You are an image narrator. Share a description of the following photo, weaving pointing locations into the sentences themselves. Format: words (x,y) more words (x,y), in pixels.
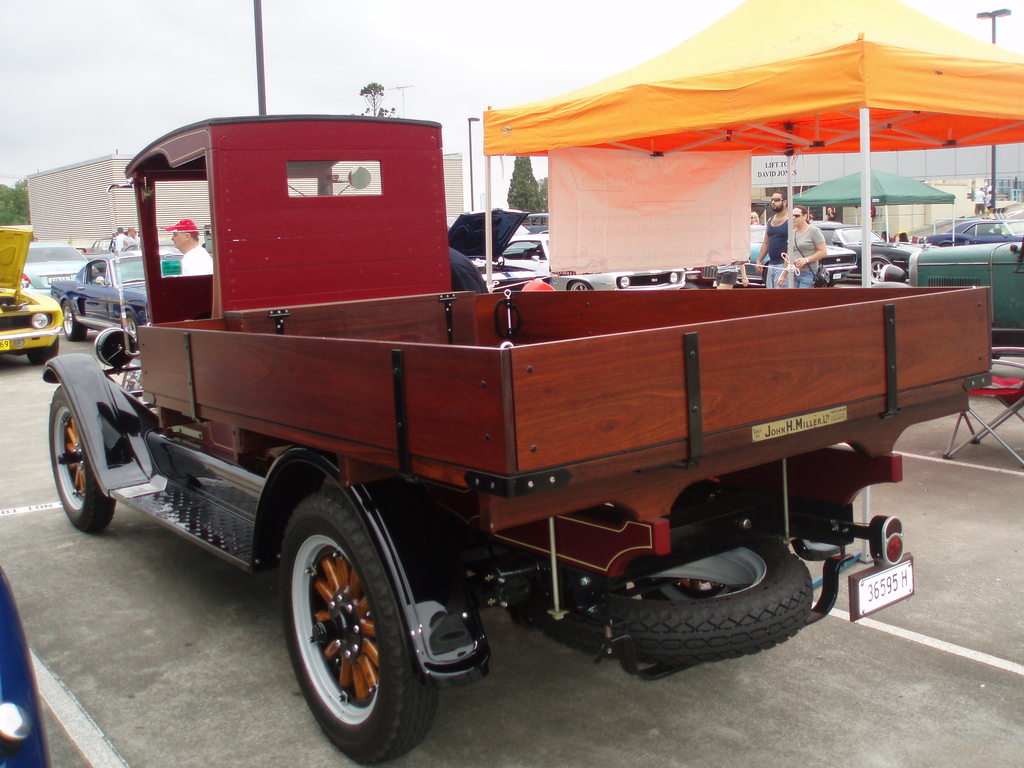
In this image I can see vehicles (645,406). There are few people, there are canopy tents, trees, poles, lights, buildings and in the background (113,85) there is sky (7,174).
